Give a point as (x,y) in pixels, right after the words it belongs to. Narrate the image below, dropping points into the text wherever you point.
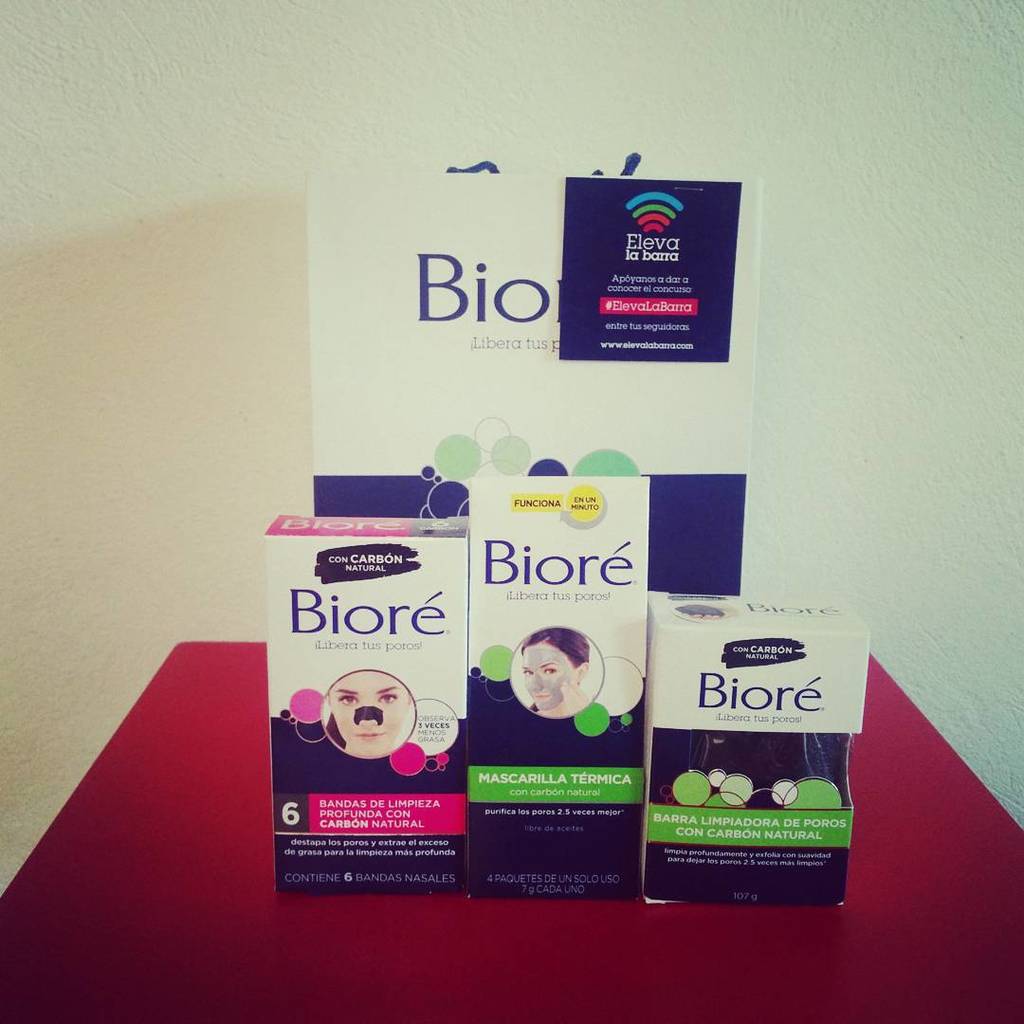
In this image there are objects (498,798) on the surface (415,910), there is text (622,813) on the objects (546,611), there is a wall (987,479).
